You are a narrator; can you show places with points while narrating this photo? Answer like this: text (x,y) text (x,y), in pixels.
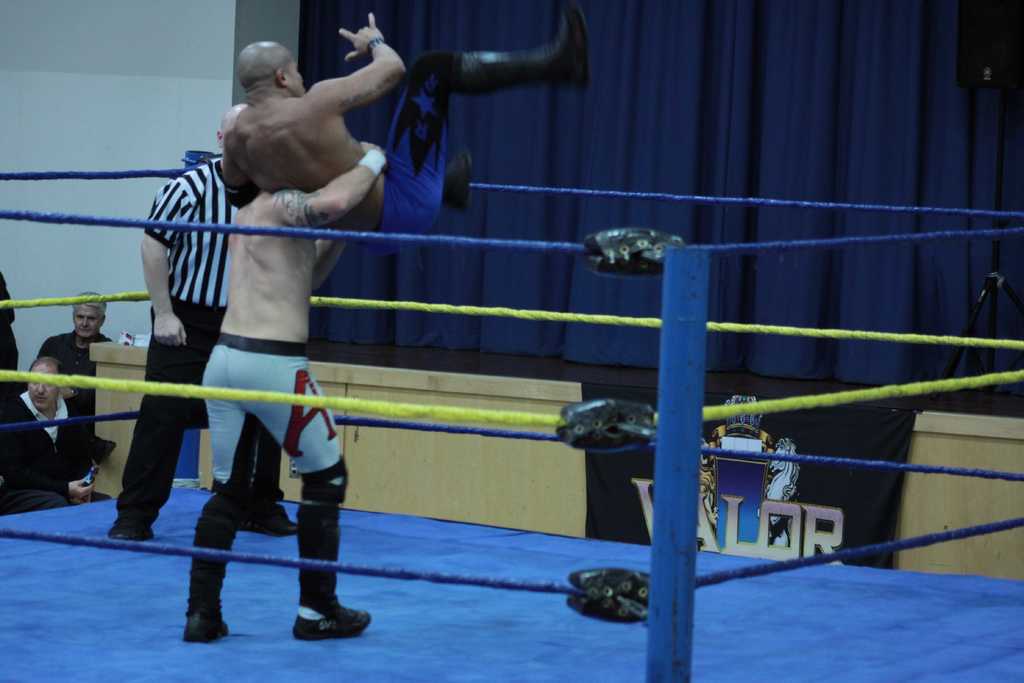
We can see a boxing court (749,618) as we can see in the middle of this image (410,309). We can see people (245,364) on the left side of this image (221,373). There is a curtain (522,219) and a wall (112,96) is in the background (559,131). We can see a stand (994,281) on the right side of this image (1000,268).
